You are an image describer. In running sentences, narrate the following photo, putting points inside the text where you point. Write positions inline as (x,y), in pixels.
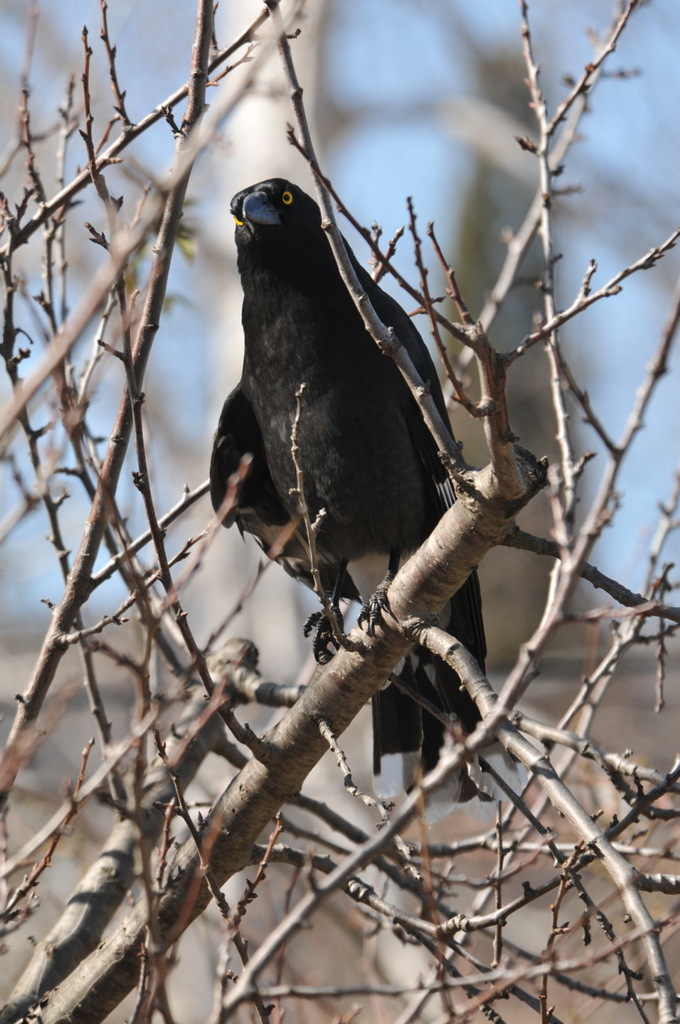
In this image there is a bird (311,510) standing on the branch (351,680) of a tree (247,653) which is in the center (333,392) and the background (585,179) is blurry.
